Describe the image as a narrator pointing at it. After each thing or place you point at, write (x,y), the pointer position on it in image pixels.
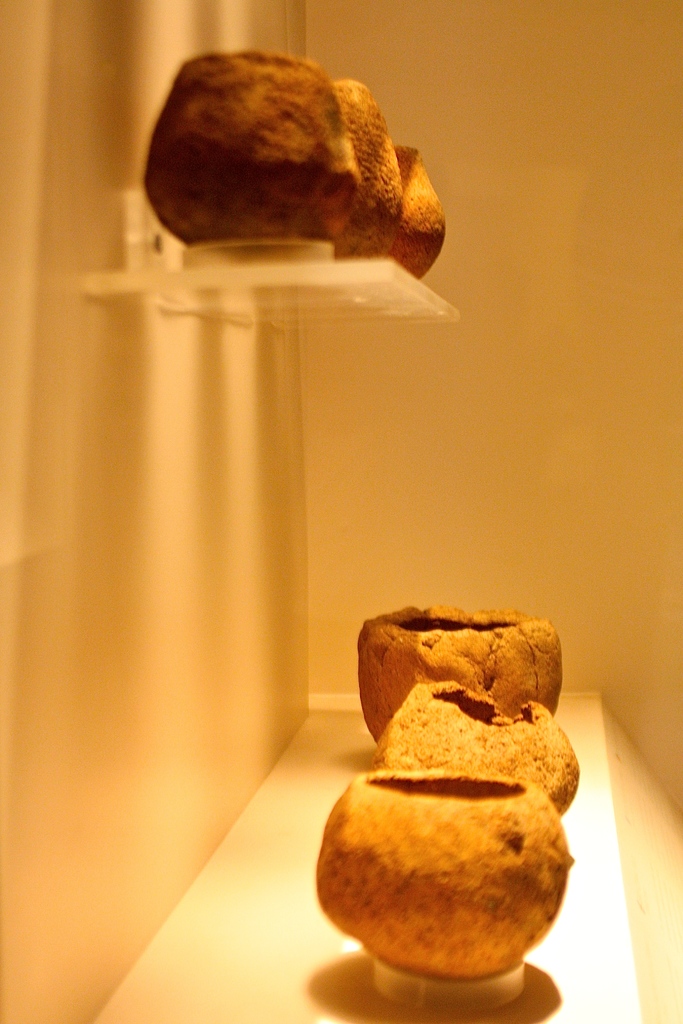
In this image there are few mud objects (476,647) on the bottom (355,804) and top. There is a wall (417,42).
